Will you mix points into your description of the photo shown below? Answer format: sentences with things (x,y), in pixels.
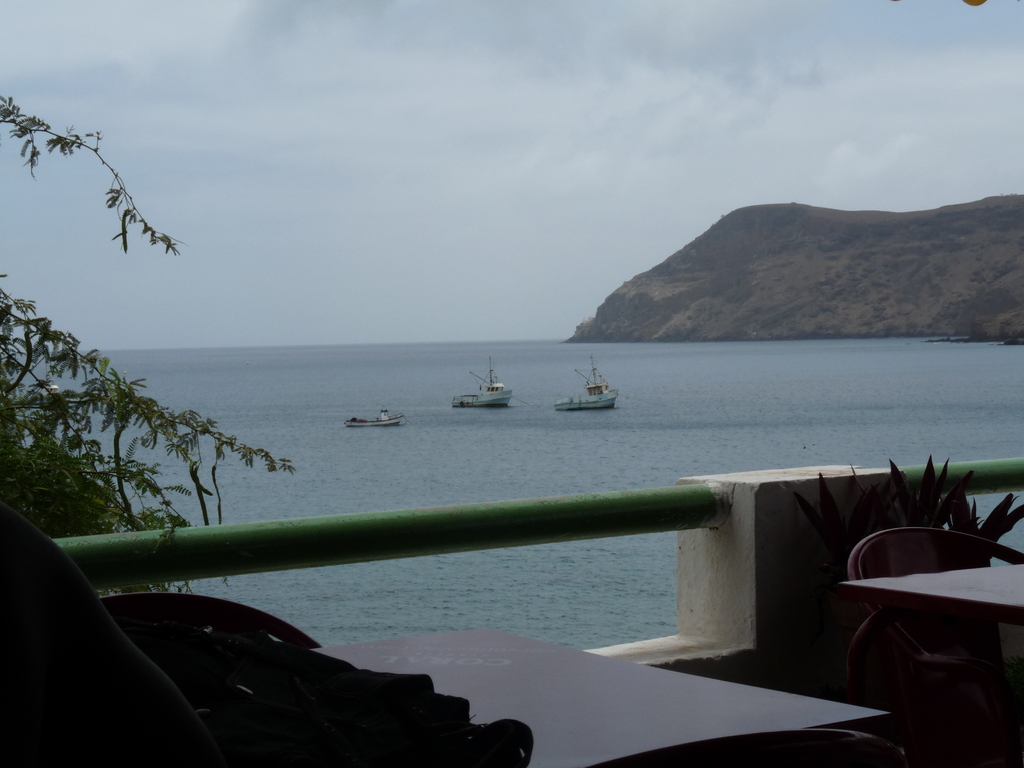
In the image there are two ships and a boat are sailing on the sea water (563,366). Beside the sea (791,459) there is a huge mountain (847,244) and the image is captured from the balcony (812,590) and there are two tables (972,610) and there is a plant (913,510) in front of one of the table (921,593).
